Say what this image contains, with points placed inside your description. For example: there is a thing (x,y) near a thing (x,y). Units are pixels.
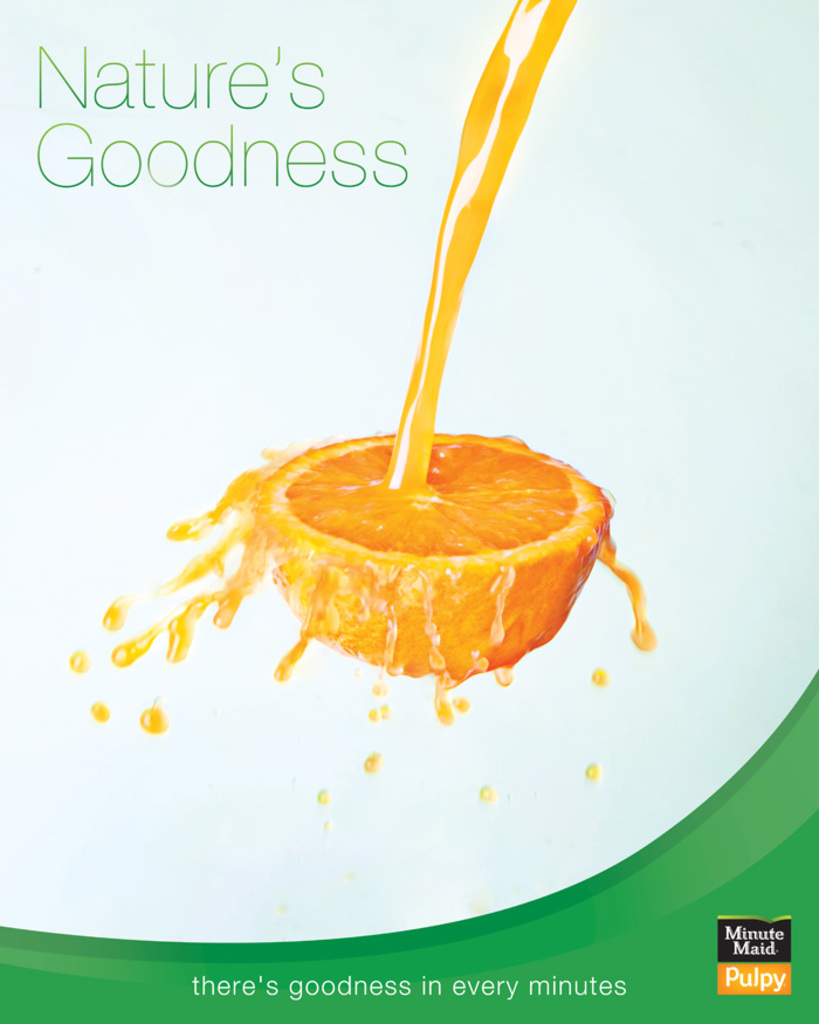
This image consists of a poster (669,736). In the middle of this image (370,482) I can see an orange (404,537) and some juice (425,411) on it. At the bottom (292,984) and top sides of the image I can see some text (311,163). The background (672,520) is in white color.
